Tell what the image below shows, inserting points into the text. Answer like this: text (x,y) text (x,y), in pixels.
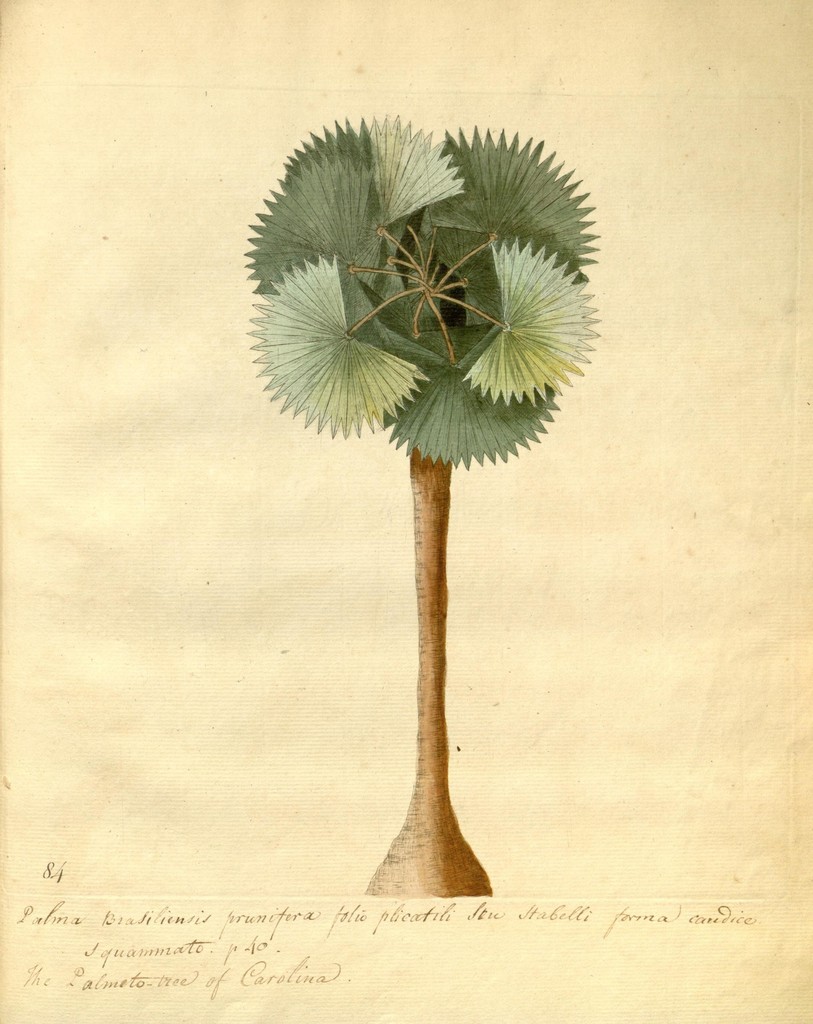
In this picture there is a plant poster (515,195) in the center of the image (527,524).
